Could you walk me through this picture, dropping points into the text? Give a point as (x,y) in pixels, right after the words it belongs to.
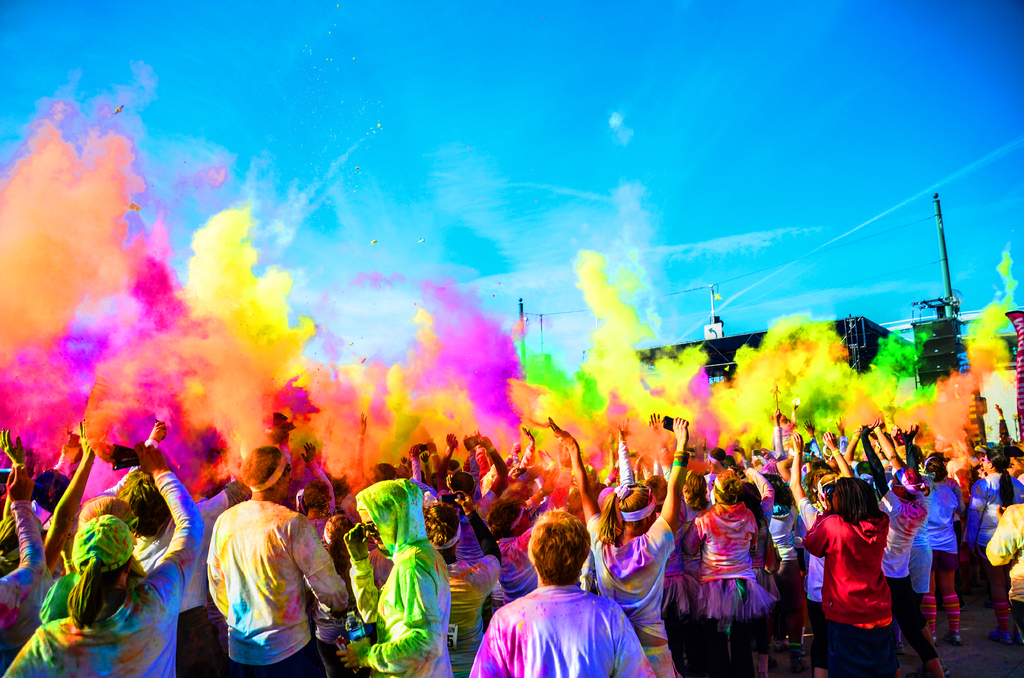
In this picture we can see some people (775,479) are standing, we can see colors (454,415) in the middle (650,359), in the background (716,367) there is a shed (774,333), on the right side (946,254) we can see a pole (941,240), there is the sky (509,85) at the top of the picture (427,150).
